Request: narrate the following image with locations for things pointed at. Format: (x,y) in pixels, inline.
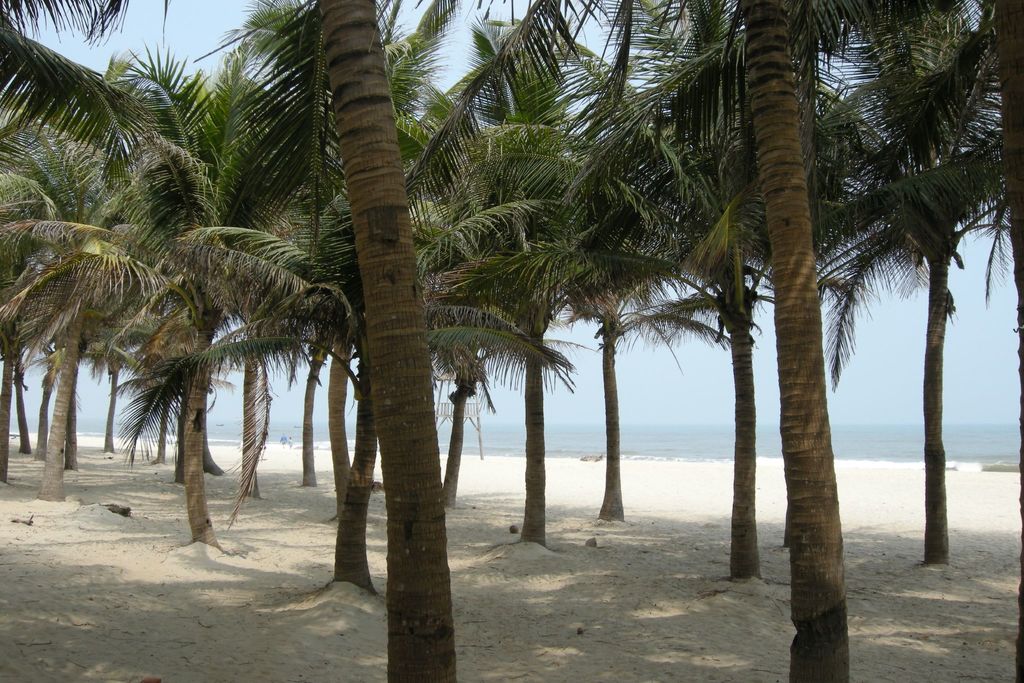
In this image we can see a few trees (534,297) on the ground (634,542) and there is water (731,431) and the sky (695,365) in the background (701,360).
